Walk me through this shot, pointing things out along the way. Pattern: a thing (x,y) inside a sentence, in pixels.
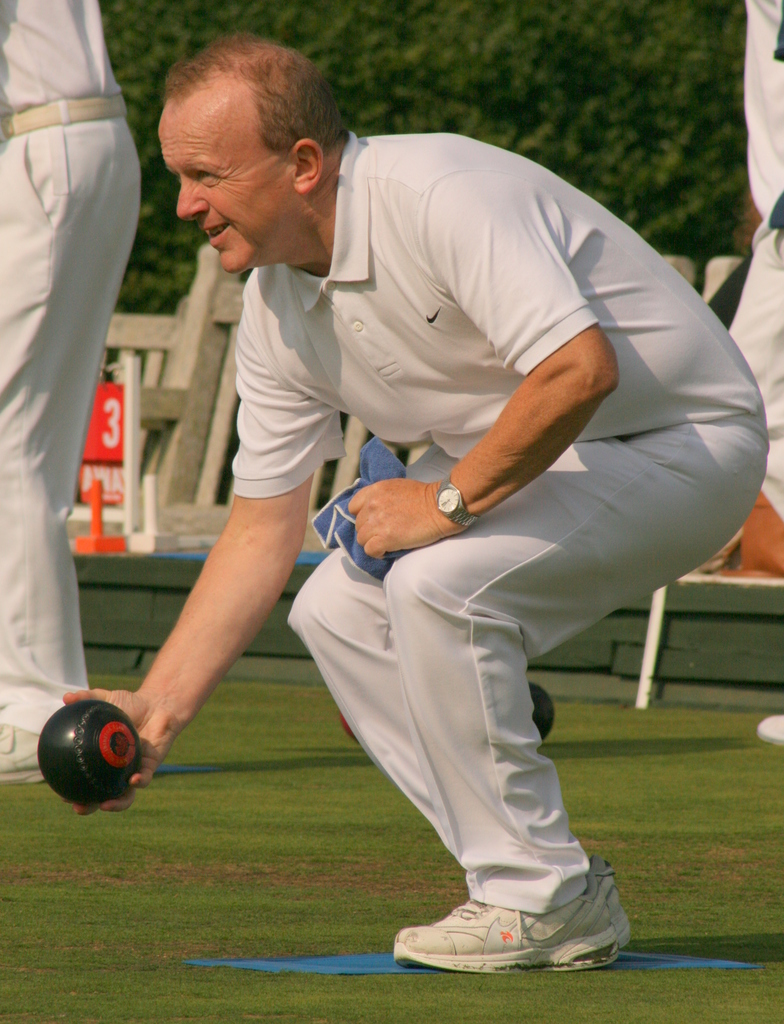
In this image I can see a person (336,652) holding a ball (84,719) and the ball (133,771) is in black color and the person (495,472) is wearing white color dress (495,579). Background (14,333) I can see few other persons (12,320) standing, I can also see a bench (194,298) and trees (600,80) in green color.
